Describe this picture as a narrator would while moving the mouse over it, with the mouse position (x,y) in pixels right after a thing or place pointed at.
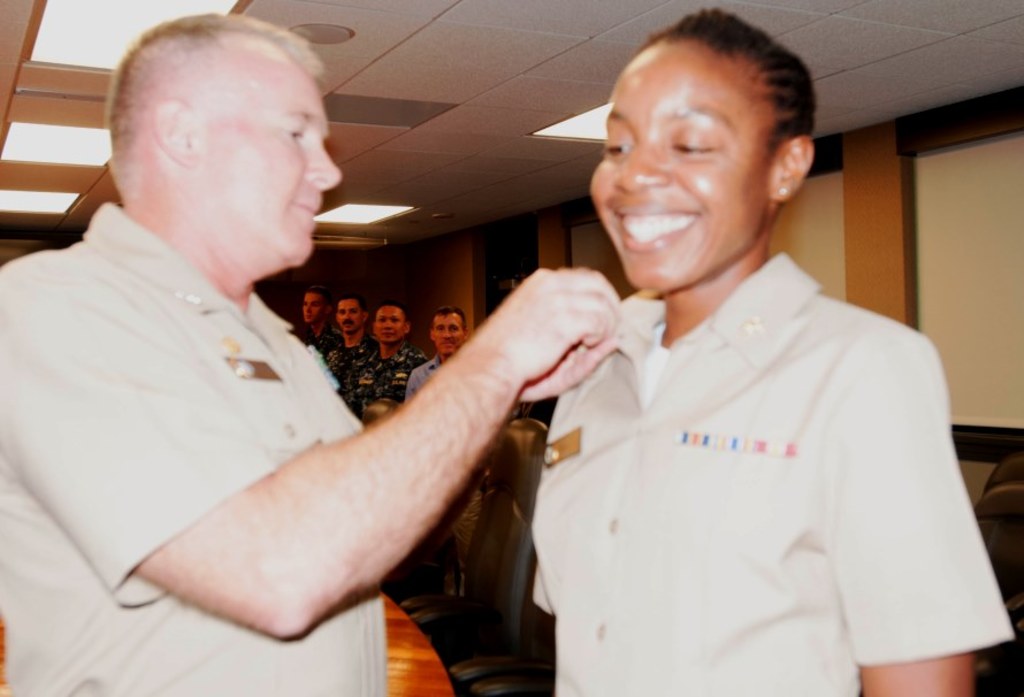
In this picture we can see some people (504,367) are standing, there are some chairs (1019,546) in the middle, on the right side (989,301) we can see projector screen (996,259), we can see the ceiling (418,85) and lights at the top of the picture (351,63).
